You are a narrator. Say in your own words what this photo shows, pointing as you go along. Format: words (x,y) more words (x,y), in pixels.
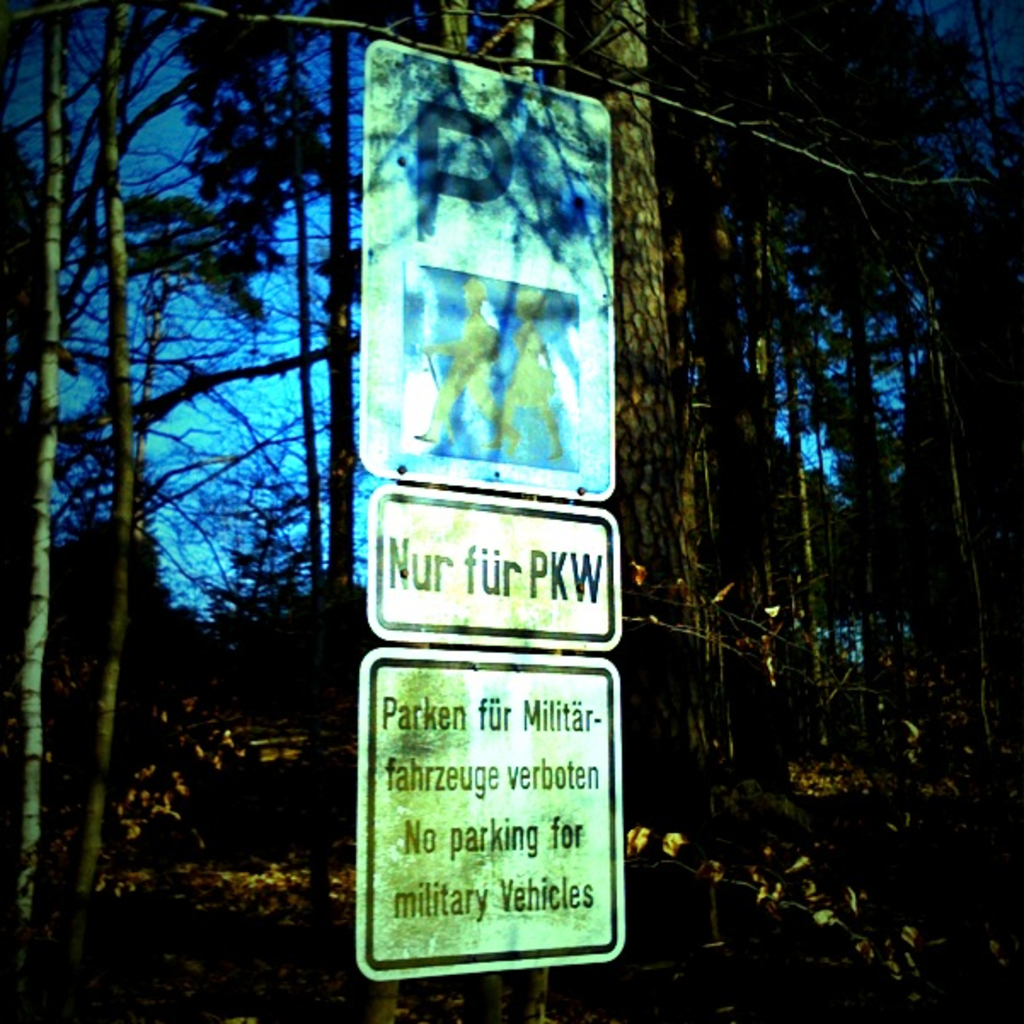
In this picture we can see three boards (546,415) in the front (516,269), there is some text (476,186) on these boards (460,495), there are trees (748,323) in the background (197,362), we can also see the sky (157,287) in the background (182,580).
